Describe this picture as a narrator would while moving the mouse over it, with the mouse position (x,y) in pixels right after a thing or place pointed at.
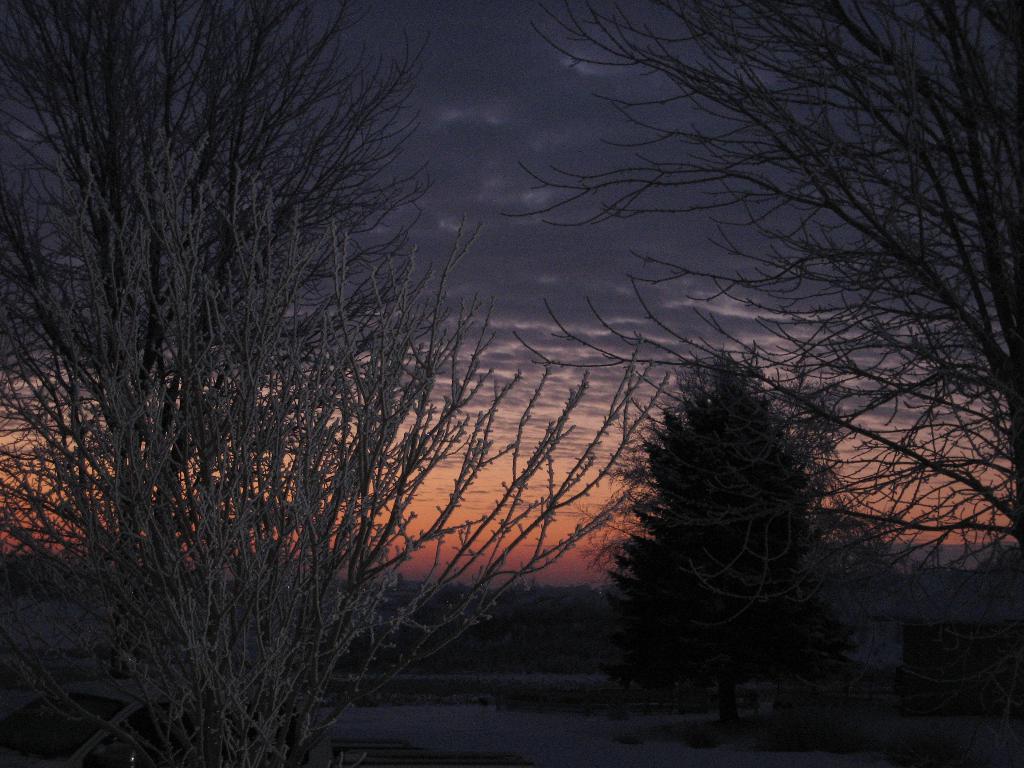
In this picture there are trees (443,316) in the image, which are covered with snow (347,566) and there is snow (498,730) in the background area of the image (386,723), there is sky (930,445) at the top side of the image (545,172).
